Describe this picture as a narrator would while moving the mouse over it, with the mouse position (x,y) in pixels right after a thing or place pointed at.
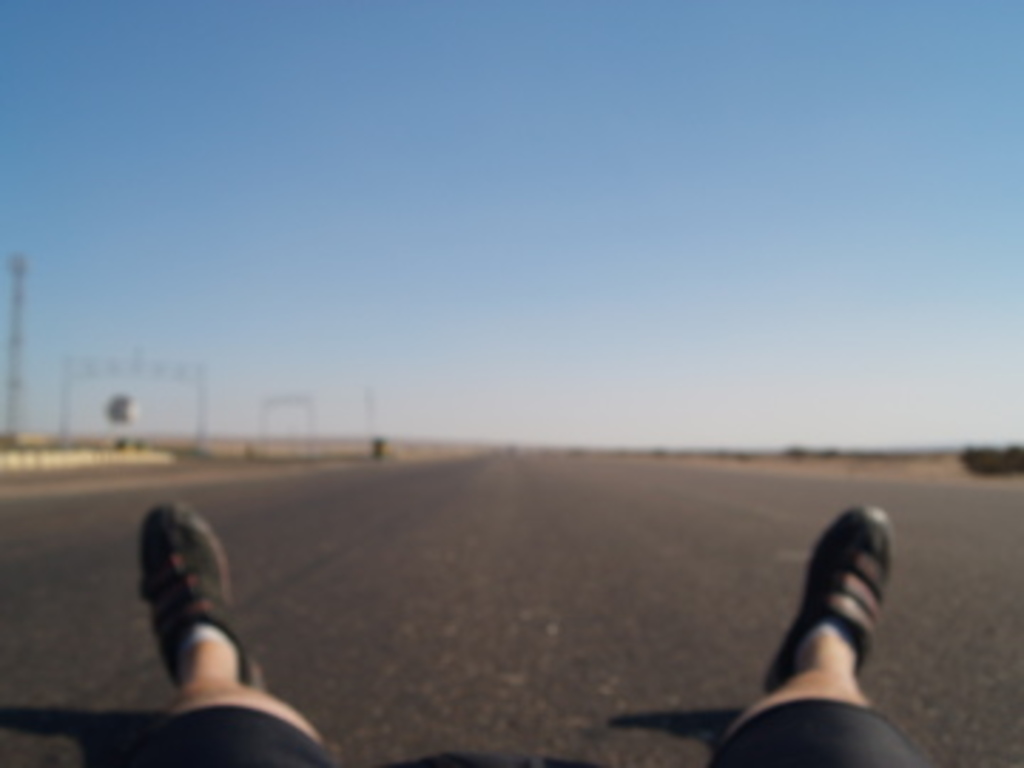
In this I can see at the bottom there are 2 human legs (183,715) with shoes (781,662), this is the road (543,537). At the top (551,130) it is the blue color sky (542,204).
